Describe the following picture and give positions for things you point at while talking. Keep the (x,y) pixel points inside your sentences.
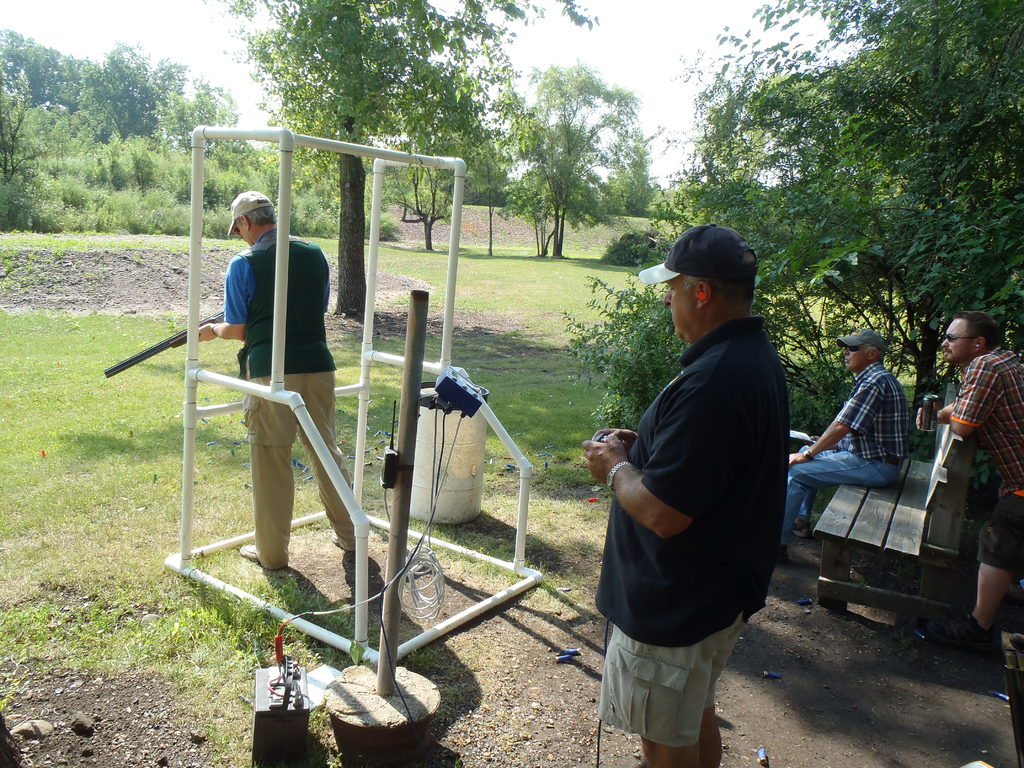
In this picture there is a man (295,364) who is holding a gun (145,355), besides him I can see the white color pipes (282,357). On the right (867,419) there is a man (862,438) who is sitting on the bench (869,494). Behind him there is another man (1022,453) who is holding a bottle (924,399). In the bottom right (703,580) there is a man (742,374) who is wearing cap (749,266), t-shirt (687,547) and short (625,666). In the background (696,144) I can see the grass (133,345), plants (1016,294) and trees (808,134). At the top (697,33) I can see the sky (640,53).
